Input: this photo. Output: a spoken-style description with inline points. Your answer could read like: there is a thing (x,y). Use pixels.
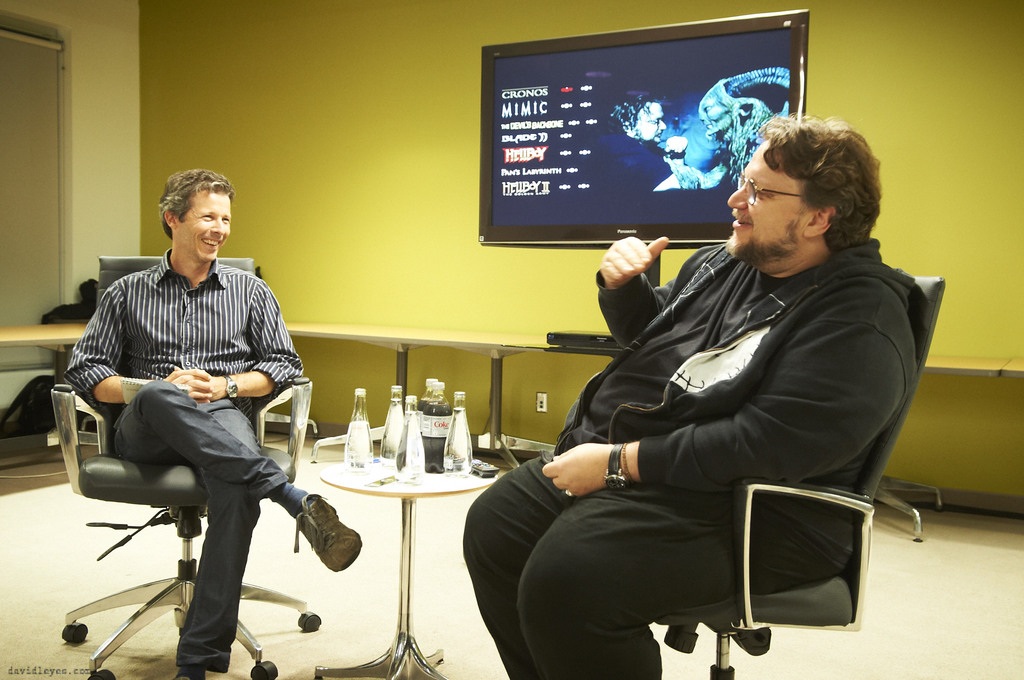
This picture shows two men (876,176) speaking to each other and they seated on the chairs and we see a television (674,201) and we see water bottles (390,431) on the table (410,651).
